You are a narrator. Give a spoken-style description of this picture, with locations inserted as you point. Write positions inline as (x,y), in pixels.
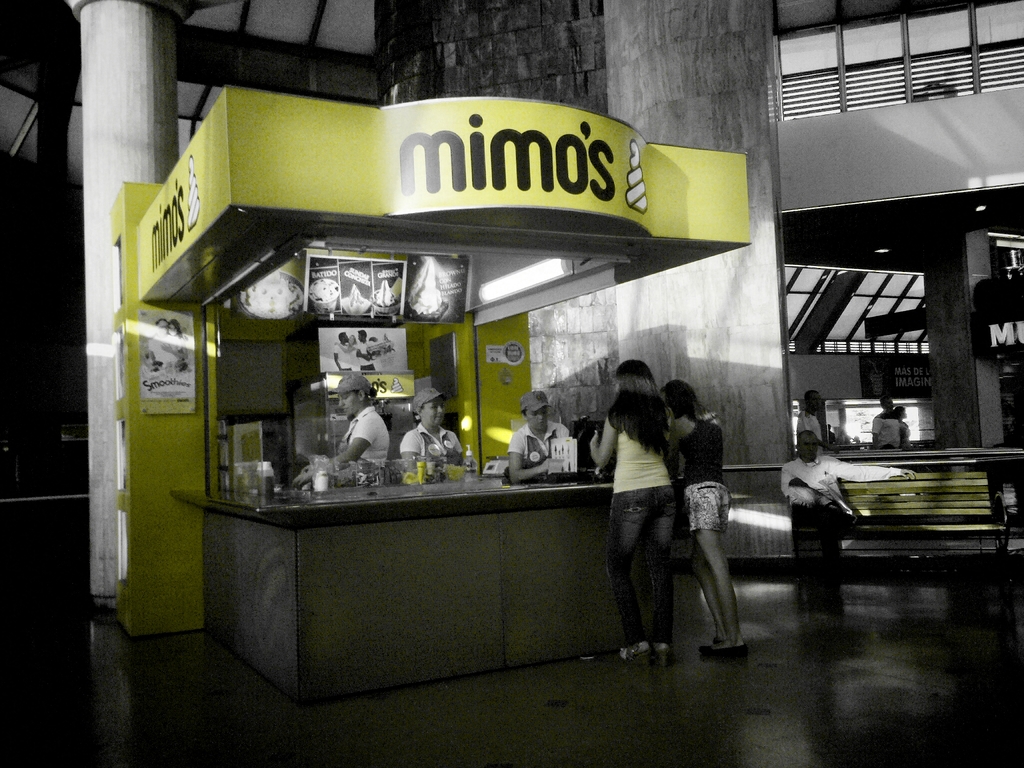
In the image we can see there are people (664,461) standing, wearing clothes (705,450) and some of them are wearing a cap (434,400). Here we can see the poster (366,338) and text (453,179) on it. Here we can see a pillar (111,118), floor (597,706), bench (949,505) and the fence (875,453).
